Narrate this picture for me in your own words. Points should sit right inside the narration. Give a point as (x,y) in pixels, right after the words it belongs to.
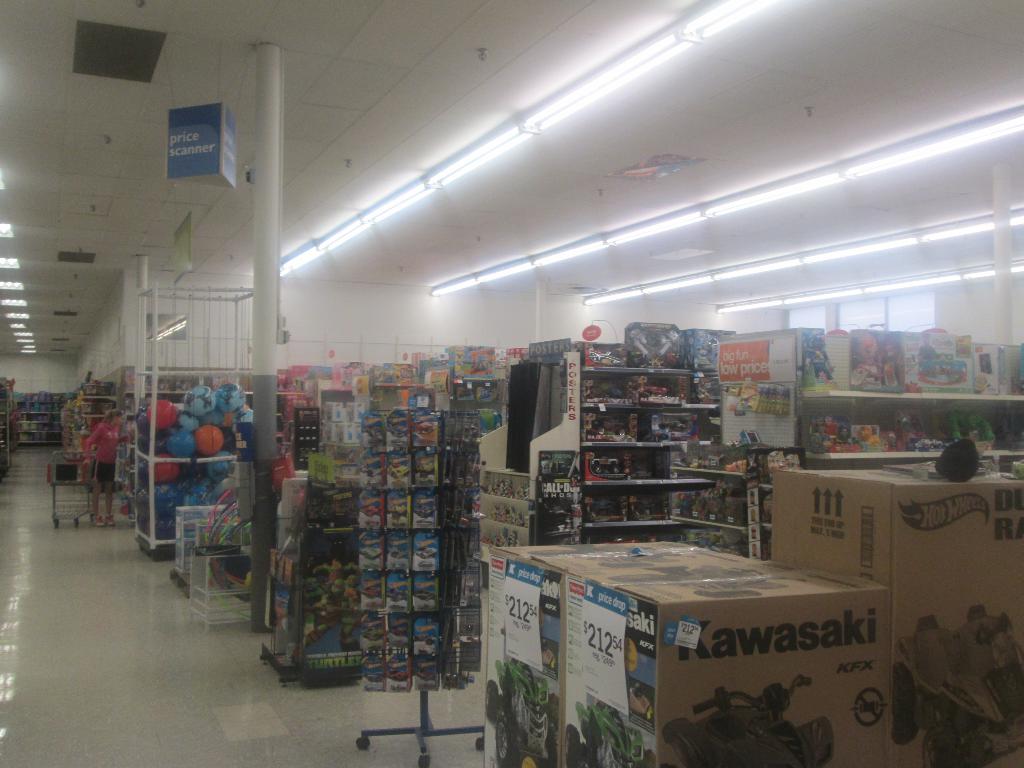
In this image, we can see a person (100,518) and the ground (124,729). We can see some shelves (176,427) with objects (173,441). We can see some poles (260,503) and cardboard boxes (863,592) with text (847,671) and images (776,705) on the right (871,500). We can also see the roof (361,40) with some lights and objects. We can also see some metal objects (225,403).
